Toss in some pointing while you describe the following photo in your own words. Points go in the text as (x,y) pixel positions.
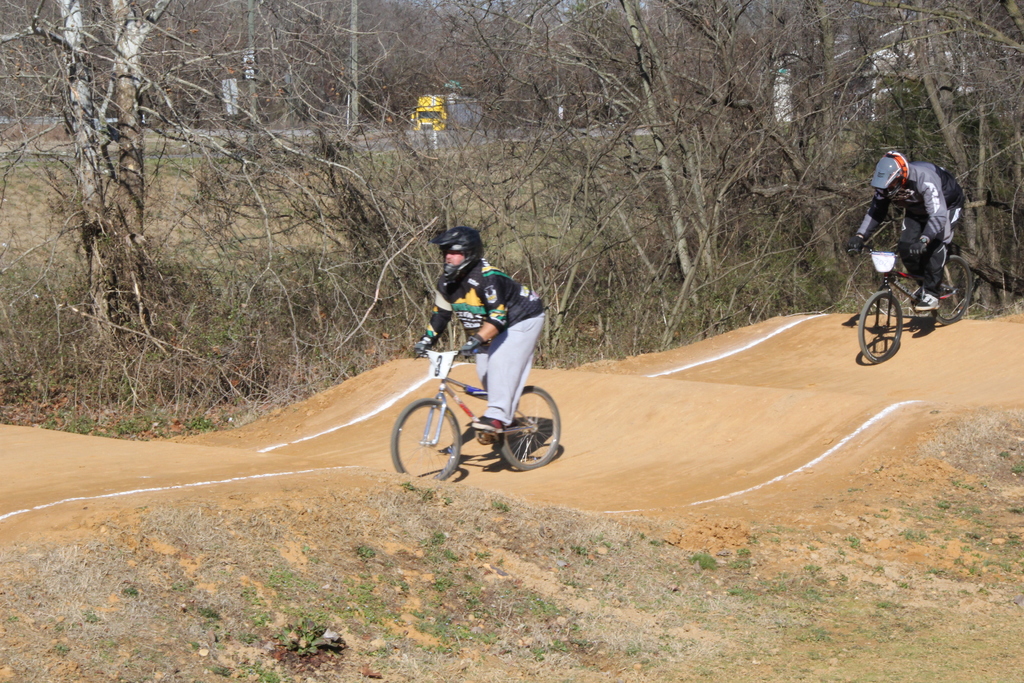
In the picture I can see two persons (463,286) riding a bicycle (448,409) on the curved surface (672,383). They are wearing a jacket (469,307) and there is a helmet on their head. In the background (401,21), I can see the deciduous trees (520,73).
